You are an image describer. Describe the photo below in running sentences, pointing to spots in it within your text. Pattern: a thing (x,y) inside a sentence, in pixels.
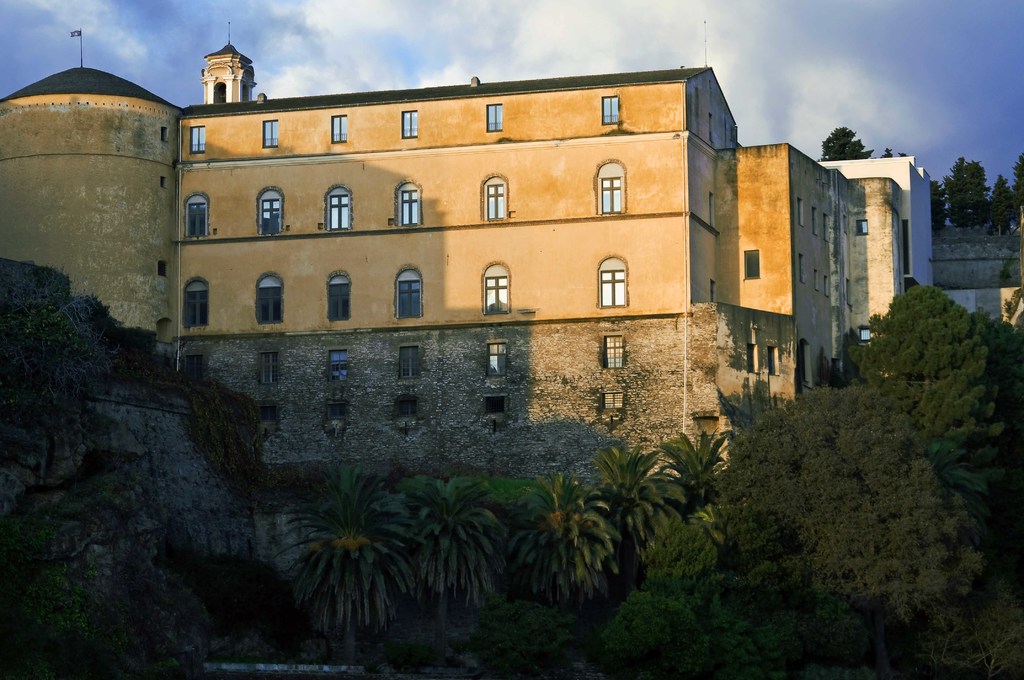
At the bottom (624,531) there are trees (629,542). In the background (334,370) there are buildings (882,275), windows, poles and on the left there is flags (75,31) and we can also see clouds (587,46) in the sky (392,71).
